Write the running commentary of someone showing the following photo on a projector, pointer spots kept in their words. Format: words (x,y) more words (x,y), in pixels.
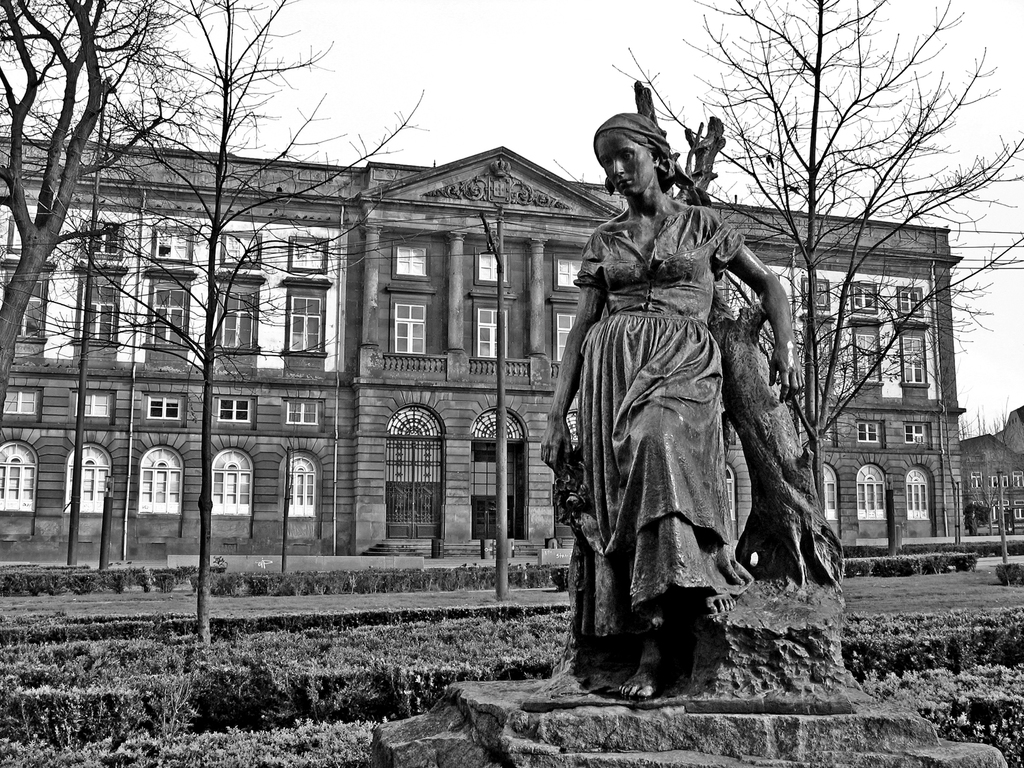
In the foreground of this image (585,314), there is a sculpture (654,466). We can also see plants (298,640), trees (151,314), buildings (492,311) and the sky (538,61).
